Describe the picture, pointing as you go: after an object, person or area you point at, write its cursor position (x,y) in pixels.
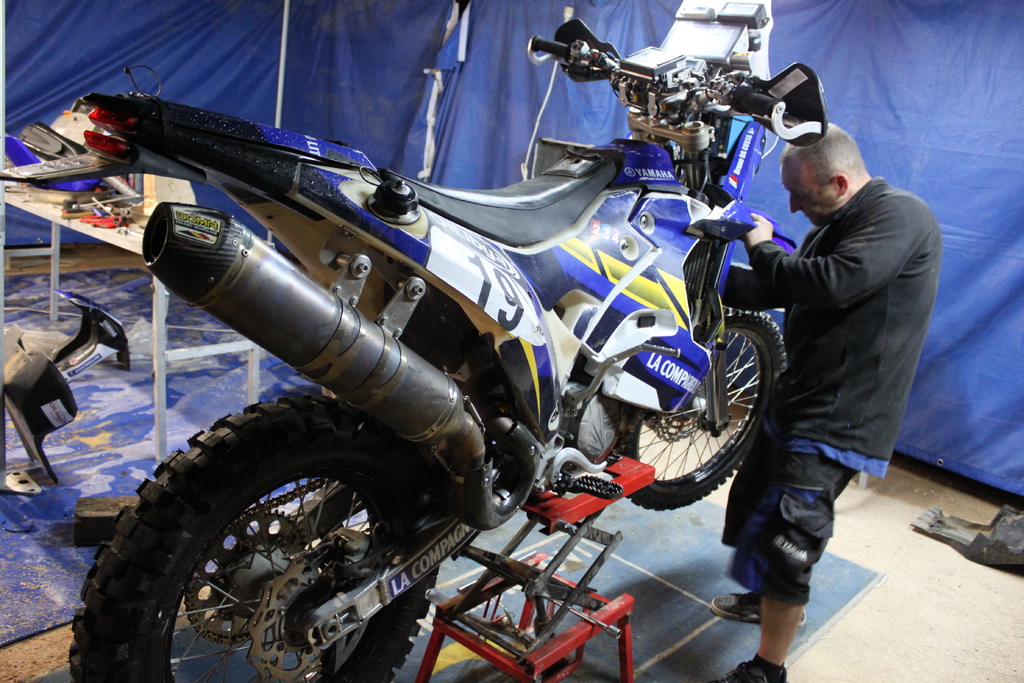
In this image I can see a bike (356,376) on the ground (614,560) raised up by using a metal object (482,630). I can see a person (766,242) standing and checking the bike (719,240) on the right hand side (748,234). I can see a tent (907,78) or curtain (911,103) behind them. I can see other metal objects (70,411) on the left hand side (160,399).
